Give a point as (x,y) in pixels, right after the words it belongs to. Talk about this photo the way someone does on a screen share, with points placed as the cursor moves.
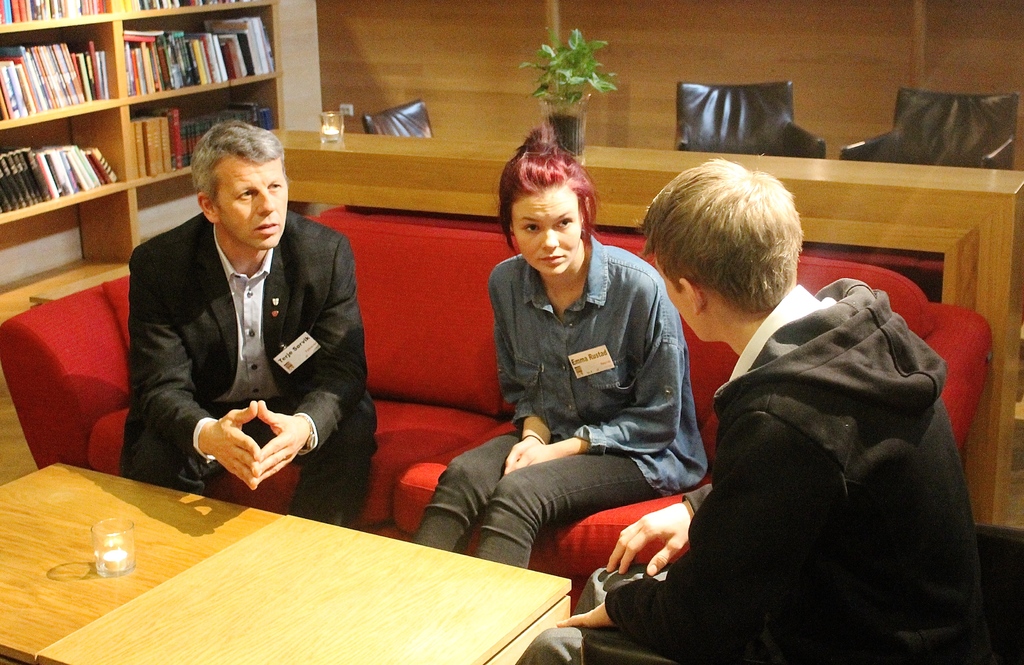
In this image i can see there are three people (713,477) sitting on the sofa (475,346) and a chair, among them one is a women (566,303) and two are men (740,515). Behind the women (577,278) there is a plant (574,84) on the table (497,167) and left side of the image (114,211) we can see a shelf (38,123) with few books (87,77). In front of these people (264,344) there is a table (109,596) and on the table (104,608) we can see a glass (103,559).
